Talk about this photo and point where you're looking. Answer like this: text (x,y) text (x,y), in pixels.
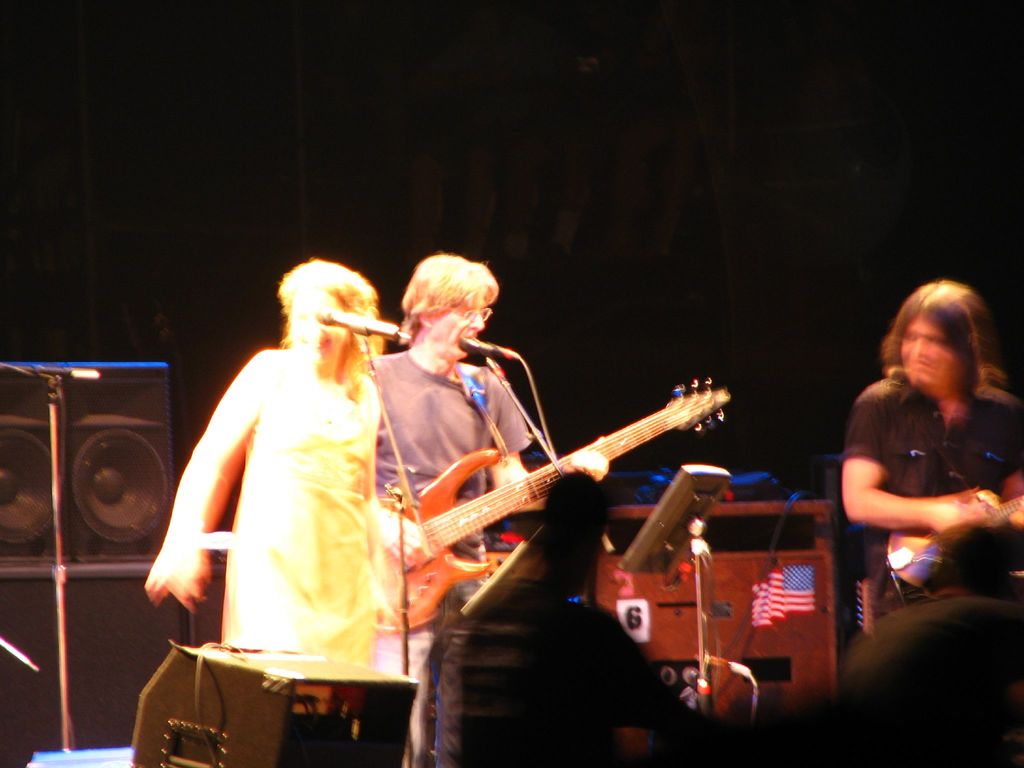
Background (277,127) is dark. Here we can see speakers (83,551) and device (739,578). This is a flag (778,595). We can see persons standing in front of a mike (493,344) and playing guitar (469,521). Here we can see a woman (312,407) standing in front of a mike (356,328) and smiling. At the right side of the picture (936,391) we can see a person (935,437) holding a guitar (929,552) in hands (985,512). This is a device (249,705).
